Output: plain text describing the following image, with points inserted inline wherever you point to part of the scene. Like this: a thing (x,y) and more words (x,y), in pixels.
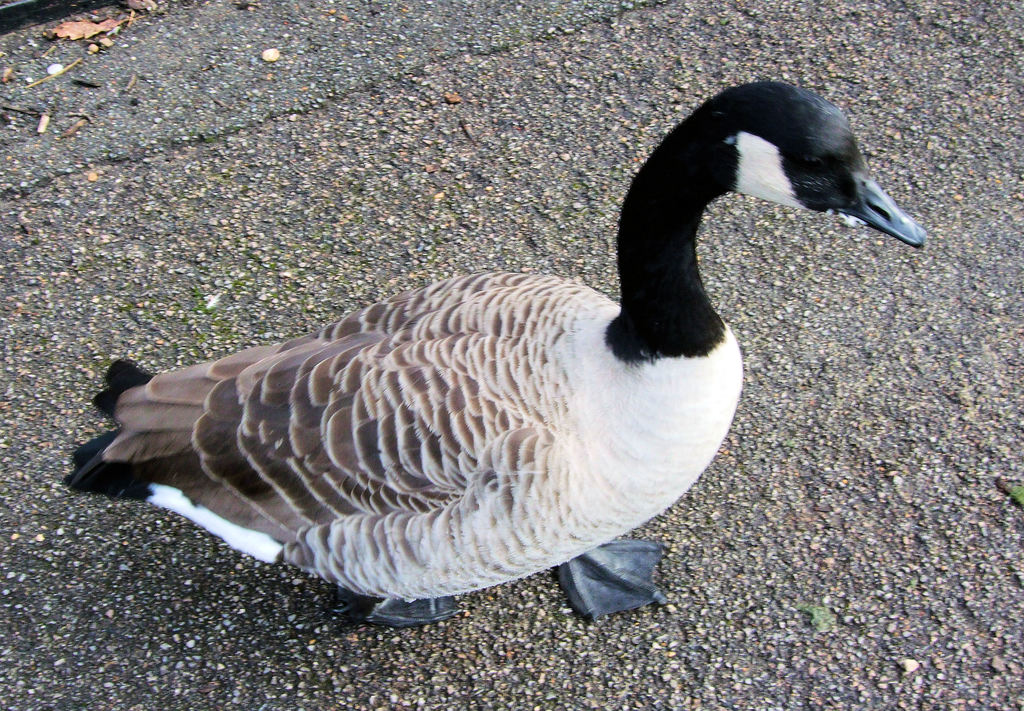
In this picture I can see a goose (477,466). It is white black and brown in color.
